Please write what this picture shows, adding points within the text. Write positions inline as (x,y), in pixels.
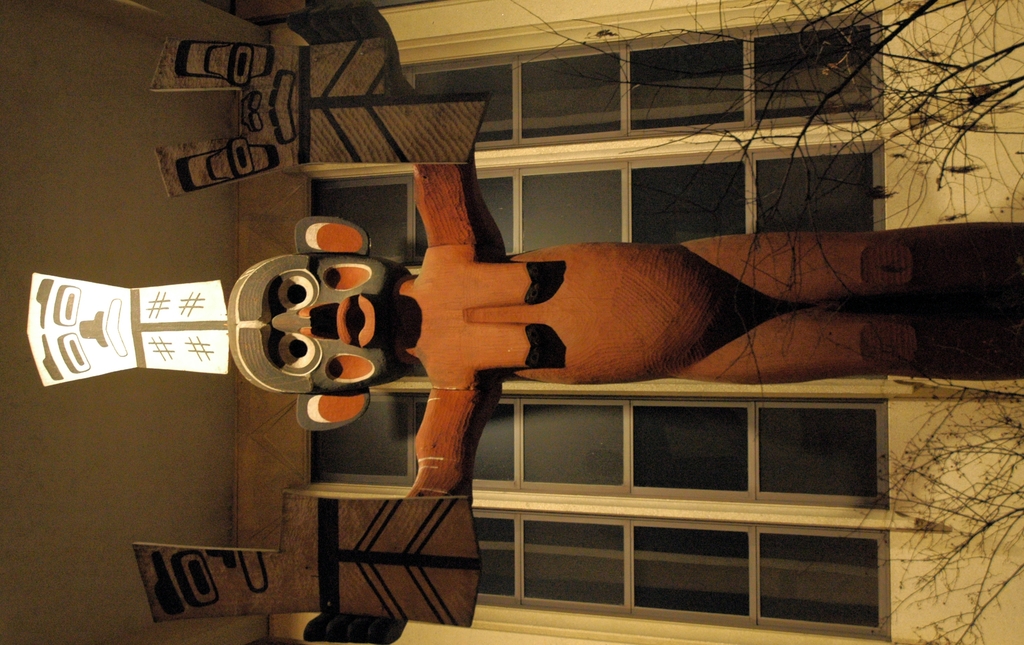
In the foreground of this image (463,290), there is a sculpture (783,375). Behind it, there is a window (812,468) and few stems (960,477) without leaves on the right (949,72), and the ceiling (58,172) on the left (41,166).
